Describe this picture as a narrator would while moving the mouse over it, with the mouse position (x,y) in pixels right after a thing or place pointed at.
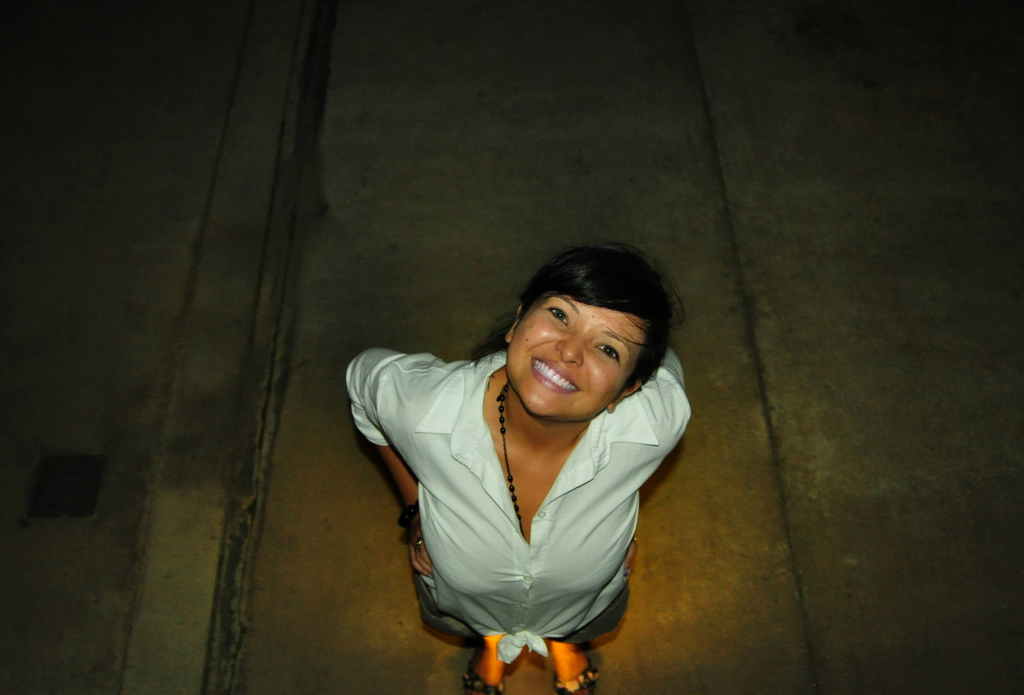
In this image, there is a person (662,348) standing and wearing clothes (459,563).
